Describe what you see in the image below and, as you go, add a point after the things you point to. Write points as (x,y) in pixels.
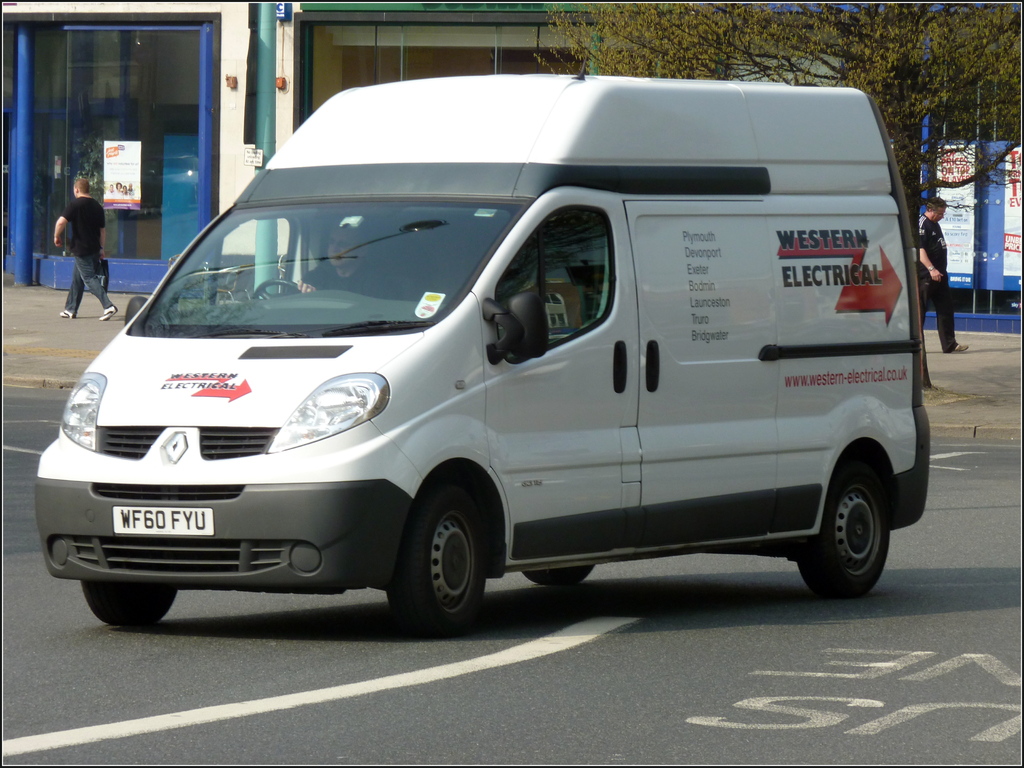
In this image we can see a person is riding vehicle (341,393) on the road (347,720). In the background (94,273) two persons (86,263) are walking on the footpath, tree (614,44), hoardings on the right side (925,190), poster (121,152) on the glass door (107,86), buildings (104,151), boards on the pole (257,115) and glass doors (60,35).
